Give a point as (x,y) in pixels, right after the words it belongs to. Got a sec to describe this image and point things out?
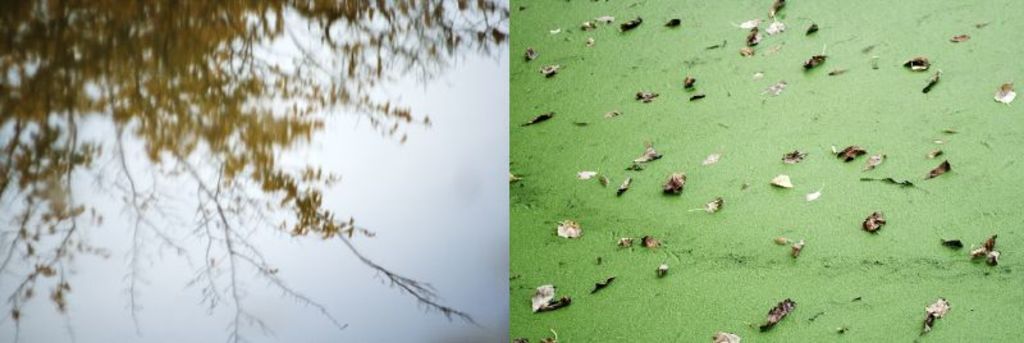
In this image we can see collage. On the left side (219,209) image we can see branches (123,135) with leaves (270,158). On the right side (739,179) image we can see algae (788,275). On that there are leaves (662,266).
